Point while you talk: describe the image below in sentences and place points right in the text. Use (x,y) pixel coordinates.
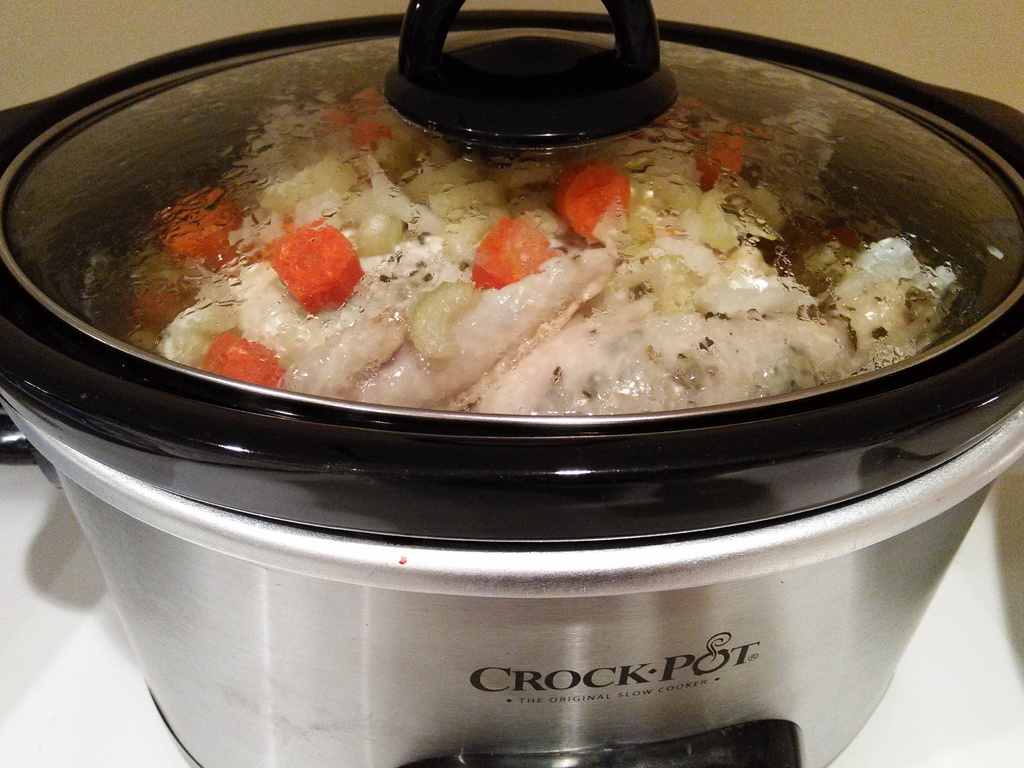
In this image we can see an electric cooker (35,156) on white platform (934,650). Something is written on the electric cooker (590,682). Through the glass lid (234,200) we can see food (349,226).
